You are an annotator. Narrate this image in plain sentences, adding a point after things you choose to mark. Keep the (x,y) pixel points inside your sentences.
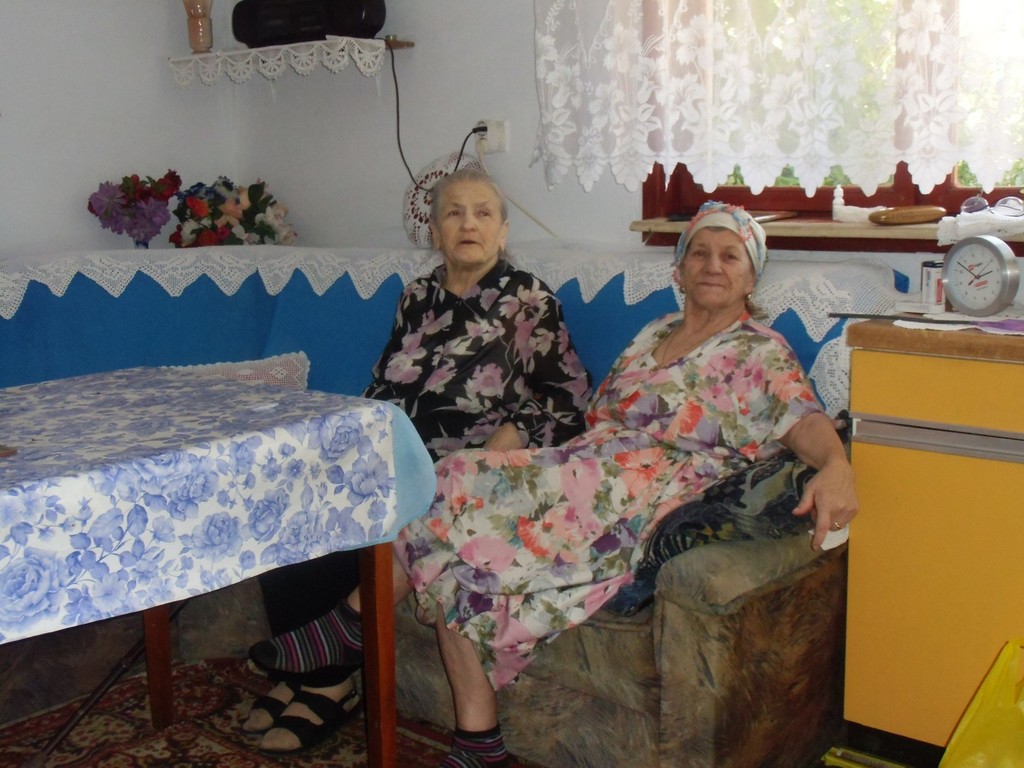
This picture shows two women (650,525) seated on the sofa (363,307) and we see a table (243,386) and a clock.
